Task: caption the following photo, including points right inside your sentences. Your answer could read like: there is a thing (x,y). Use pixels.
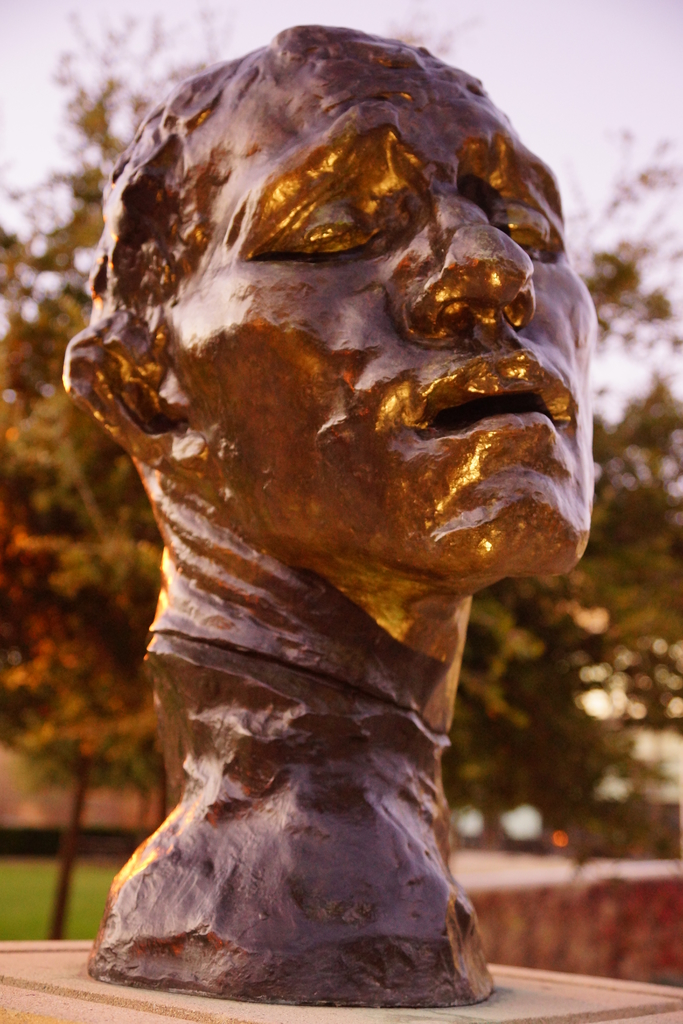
In this image in the center (421,495) there is one statue (433,735), and in the background (644,461) there are some trees (634,760).
